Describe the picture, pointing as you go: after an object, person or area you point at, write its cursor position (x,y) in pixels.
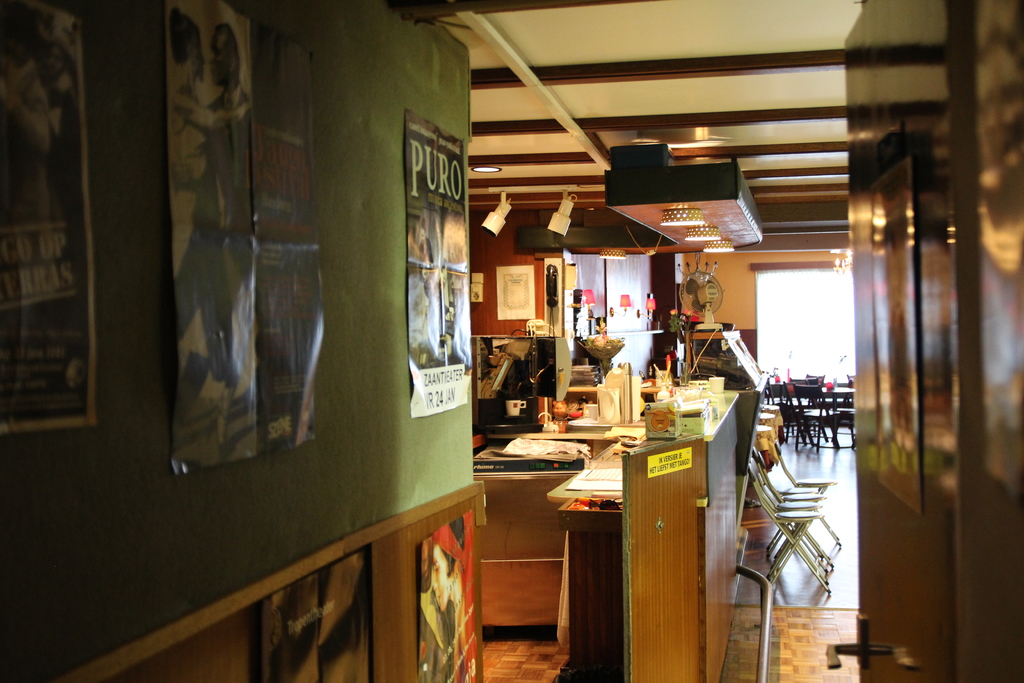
In this image we can see there are posters (321,302) on the wall (401,609). In front of the wall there is a door (862,359). Through the door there is a cupboard (648,442). On that there is a coffee machine (555,377), books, bottle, cup (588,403), bowl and few objects (686,396) on it. And at the back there is a lamp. To the side there are chairs (802,491), dining table (834,398) and table fan (712,313). And at the top (656,93) there is a ceiling (595,162) and lights (690,223).
